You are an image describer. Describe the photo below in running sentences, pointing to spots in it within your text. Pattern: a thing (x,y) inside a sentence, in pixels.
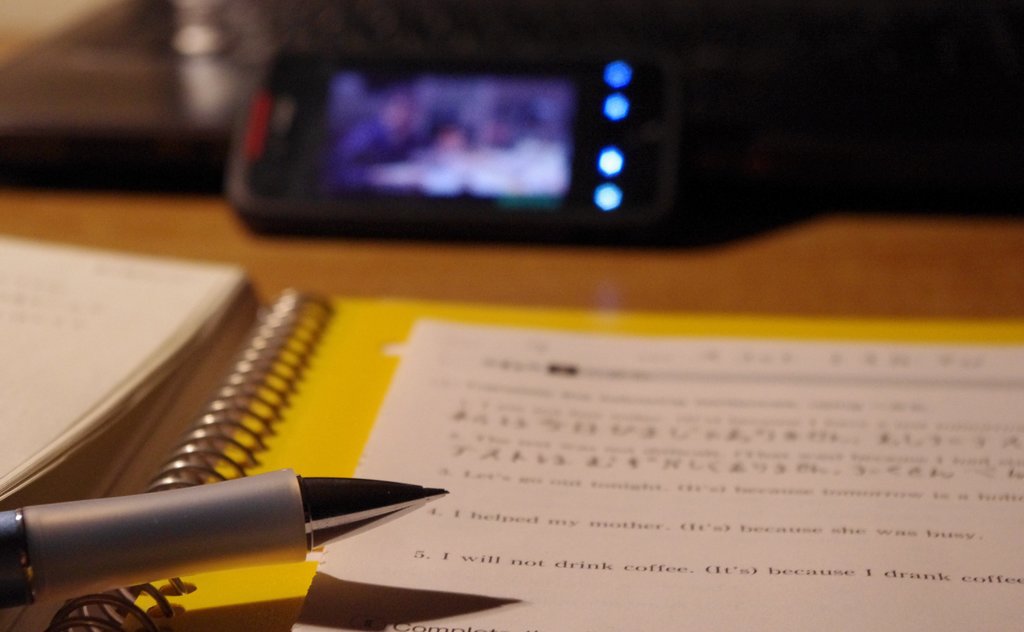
In this picture we can see a table (775,293). On the table (741,312) we can see a mobile (469,221), file (266,396), book (99,427), paper (410,473) and pen (329,501). At the top (342,94), the image is blur.
